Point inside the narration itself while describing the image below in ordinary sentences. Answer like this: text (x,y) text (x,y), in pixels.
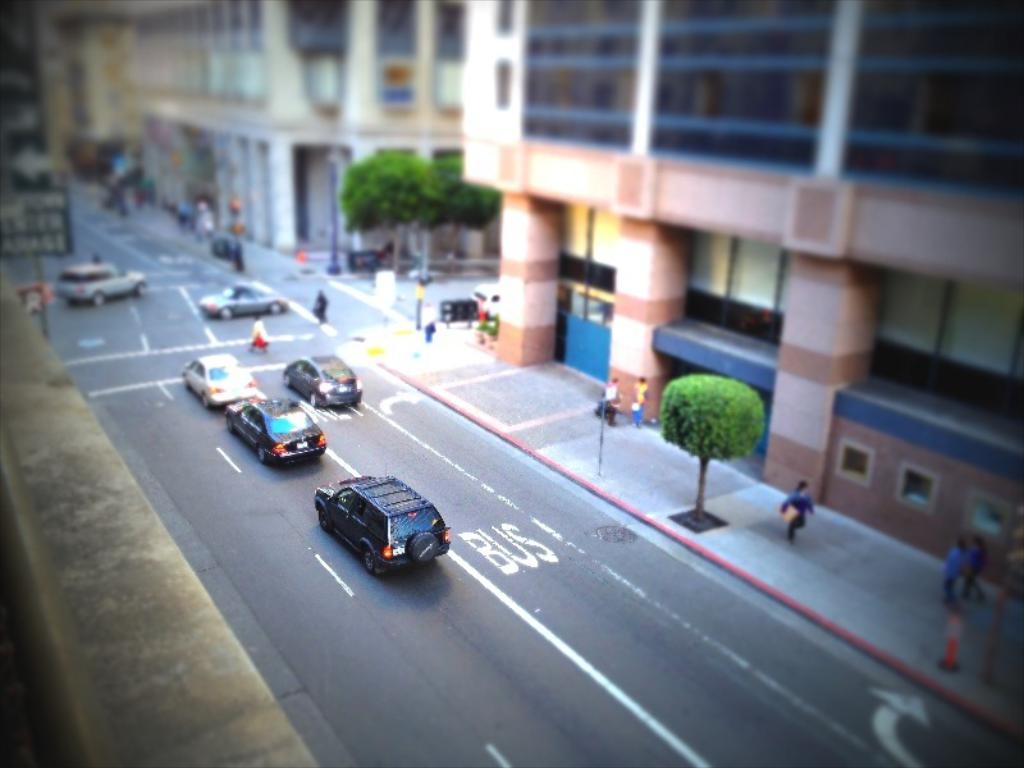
This image is the top view from which we can see the wall (151,581), vehicles (322,508) moving on the road (388,418), people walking on the sidewalk (713,495), trees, buildings (977,253), boards (66,240) and the poles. Here the image is slightly blurred.
